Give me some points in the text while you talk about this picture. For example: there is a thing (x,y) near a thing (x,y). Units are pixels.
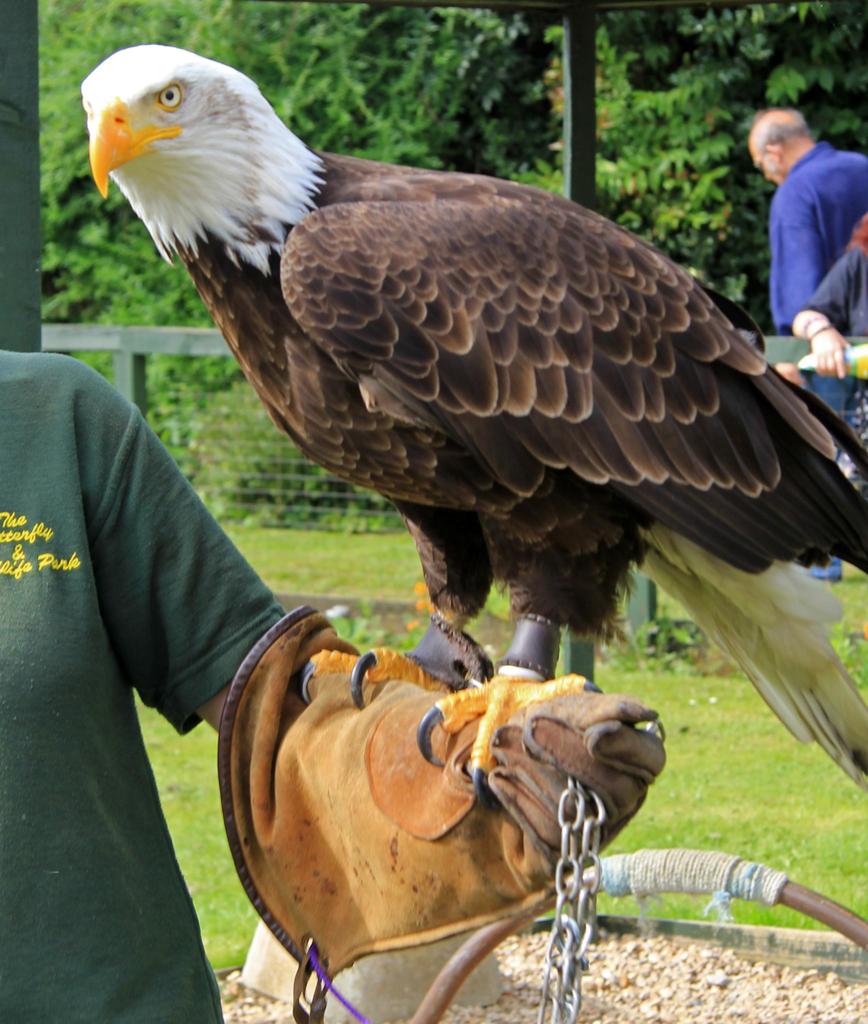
In this image in the front (427,420) there is a bird (469,518). On the left side (57,545) there is a man (69,641) standing. In the background (318,548) there are trees (333,499), there is grass (307,536) on the ground (347,541), there are poles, there are persons (812,285) and there is a fence (223,415).
